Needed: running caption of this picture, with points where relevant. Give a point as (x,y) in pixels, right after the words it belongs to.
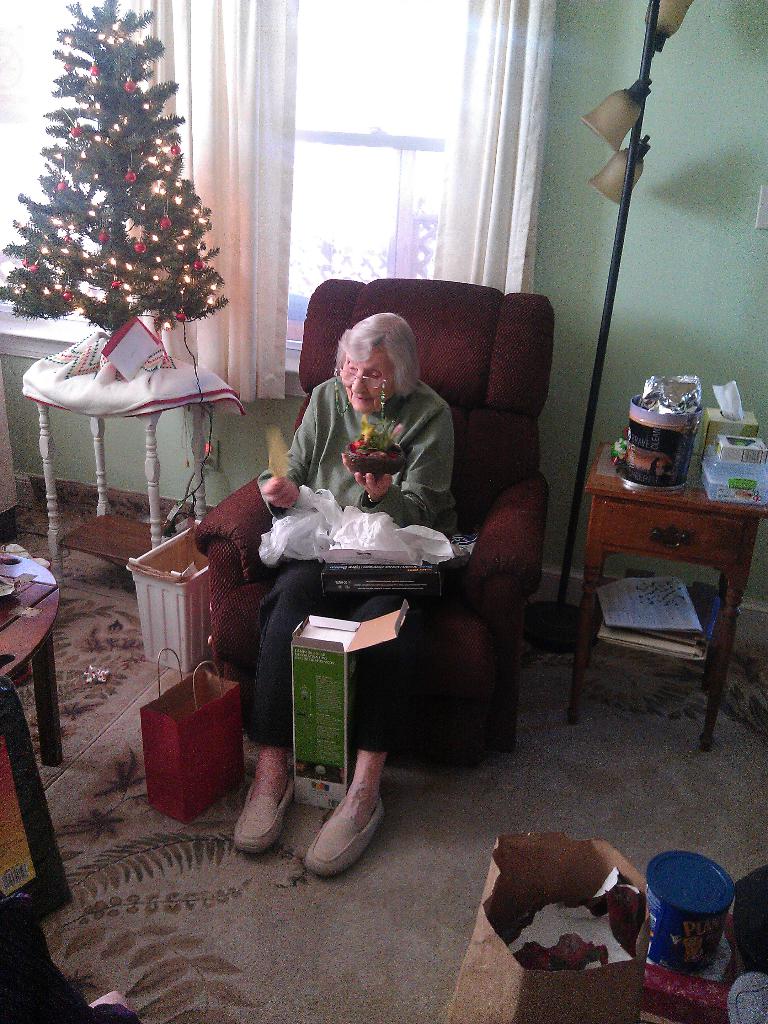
This person (286,778) sitting on the chair (486,440) and holding things (332,505). This is christmas tree (146,186). This is floor (428,917). We can see bags (479,964). On the background (563,64) we can see curtain (490,56), window (410,143), wall (705,173). This is pole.
